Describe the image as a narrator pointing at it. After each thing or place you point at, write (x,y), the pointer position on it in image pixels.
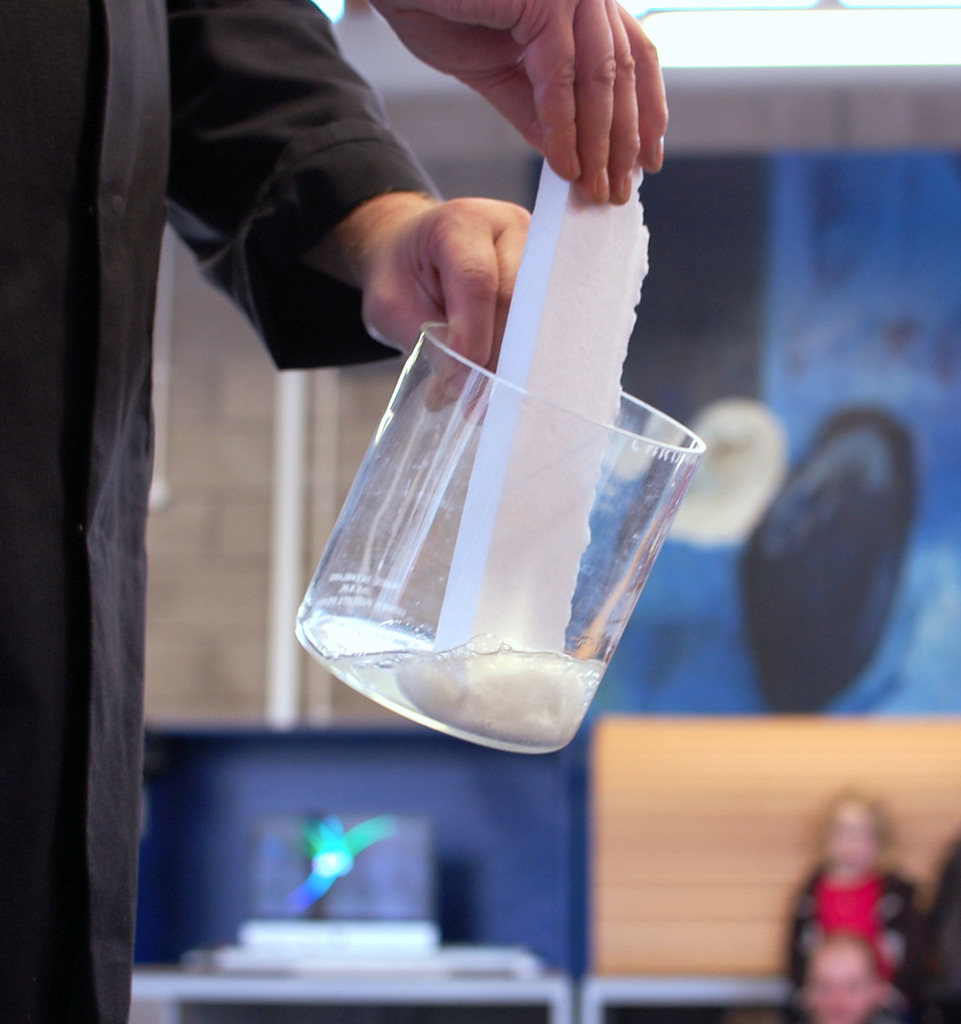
In the picture I can see a person (81,473) is standing and holding some objects (535,535) in hands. In the background (664,871) I can see some other objects (654,819). The background of the image (661,835) is blurred.
